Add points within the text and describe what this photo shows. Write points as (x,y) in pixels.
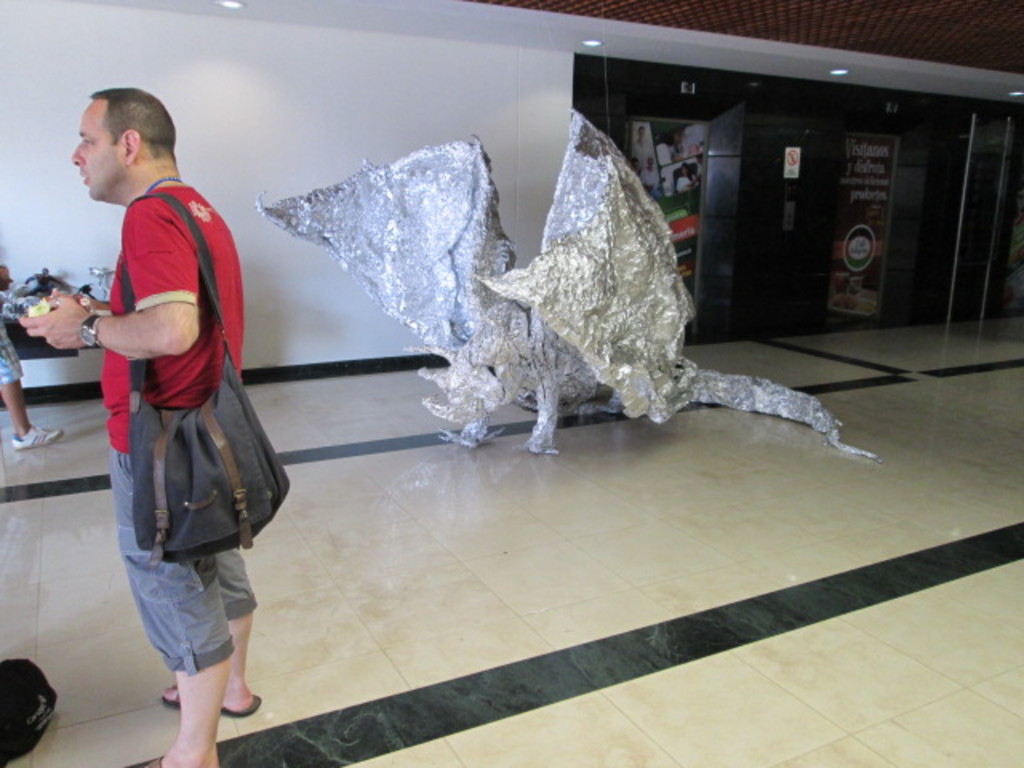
In this picture we can see an aluminium foil sculpture (295,206) on the floor (569,485) or on the left side (164,132), we can see a man (132,126) holding a bag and standing.
